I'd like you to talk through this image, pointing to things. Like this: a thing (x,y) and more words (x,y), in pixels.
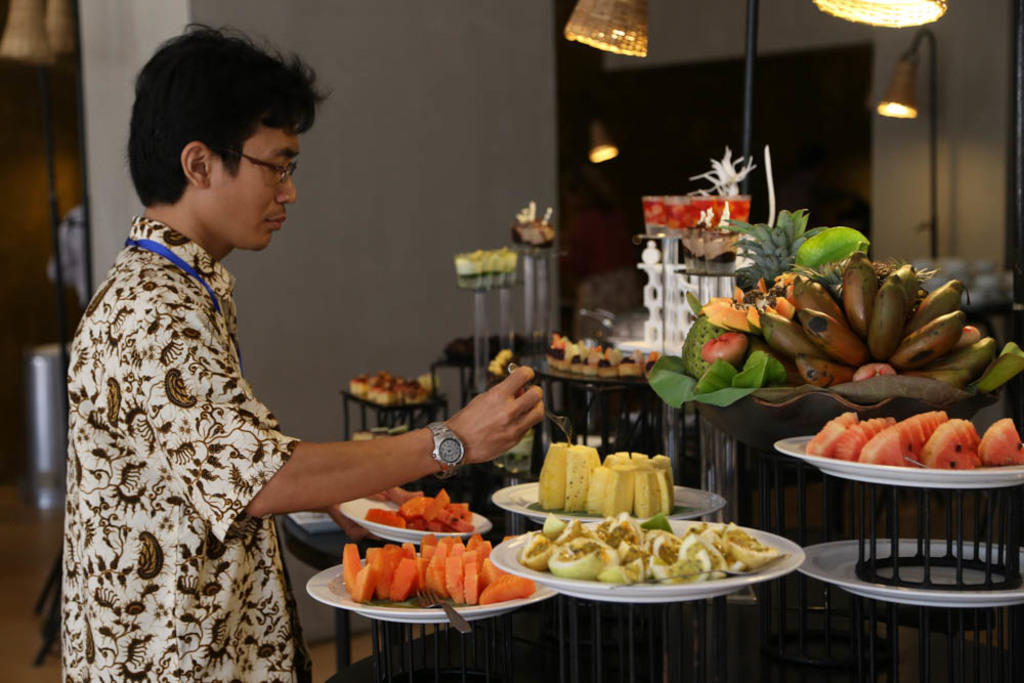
In this image we can see a person (128,482) wearing floral shirt (125,474), watch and ID card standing and there are some different types of fruits (464,565) which are kept in a plate (532,595) and in the background of the image (488,92) there is a wall (411,64) and there are some lights (857,18).
